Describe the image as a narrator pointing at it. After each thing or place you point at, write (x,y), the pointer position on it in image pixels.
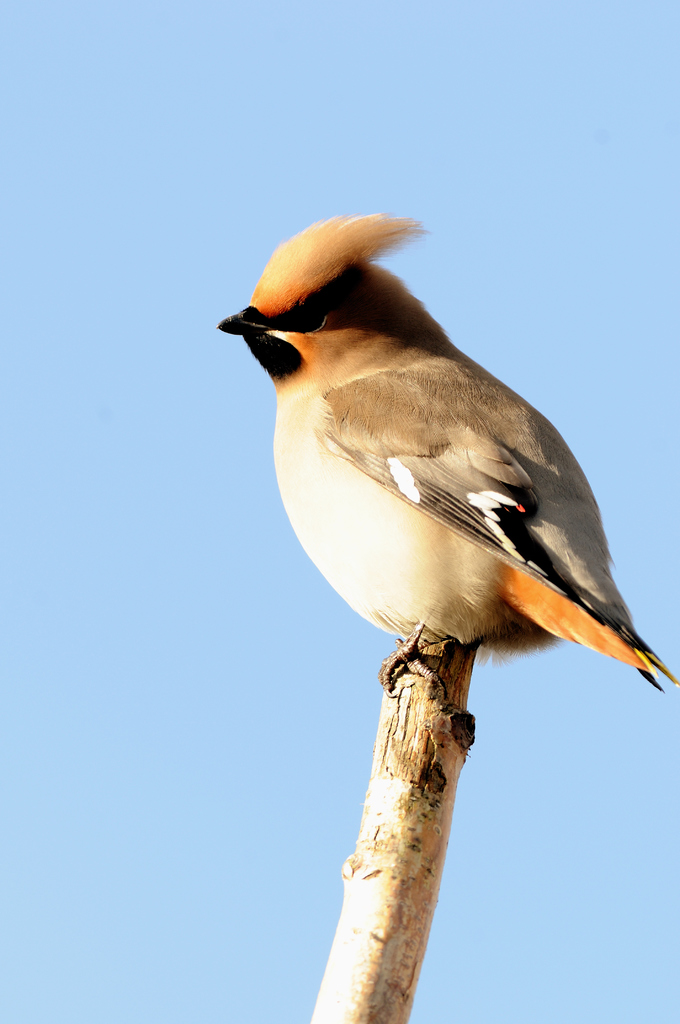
In this picture I can see a bird (444,433) standing on the wooden object (422,826), and in the background (168,65) there is the sky (551,837).
